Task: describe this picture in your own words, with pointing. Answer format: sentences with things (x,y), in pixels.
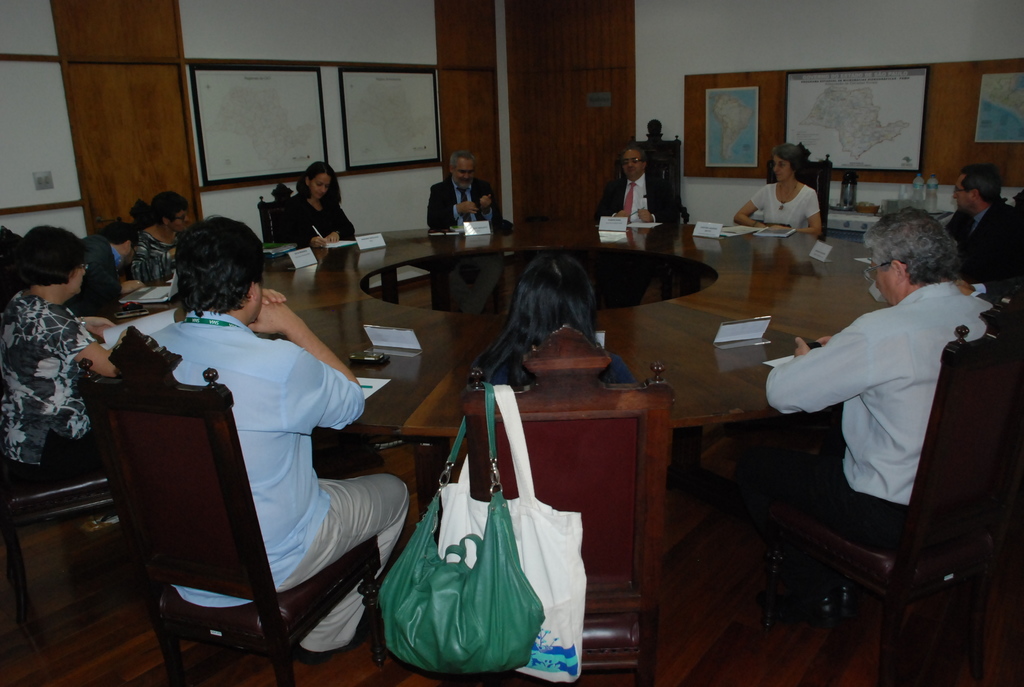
In this image I can see number of people (791,151) are sitting on chairs (978,428), I can also see few of them are wearing suit (453,208) and tie (465,197). Here I can see few bags (512,613) and in the background (987,101) I can see few maps (750,113).
